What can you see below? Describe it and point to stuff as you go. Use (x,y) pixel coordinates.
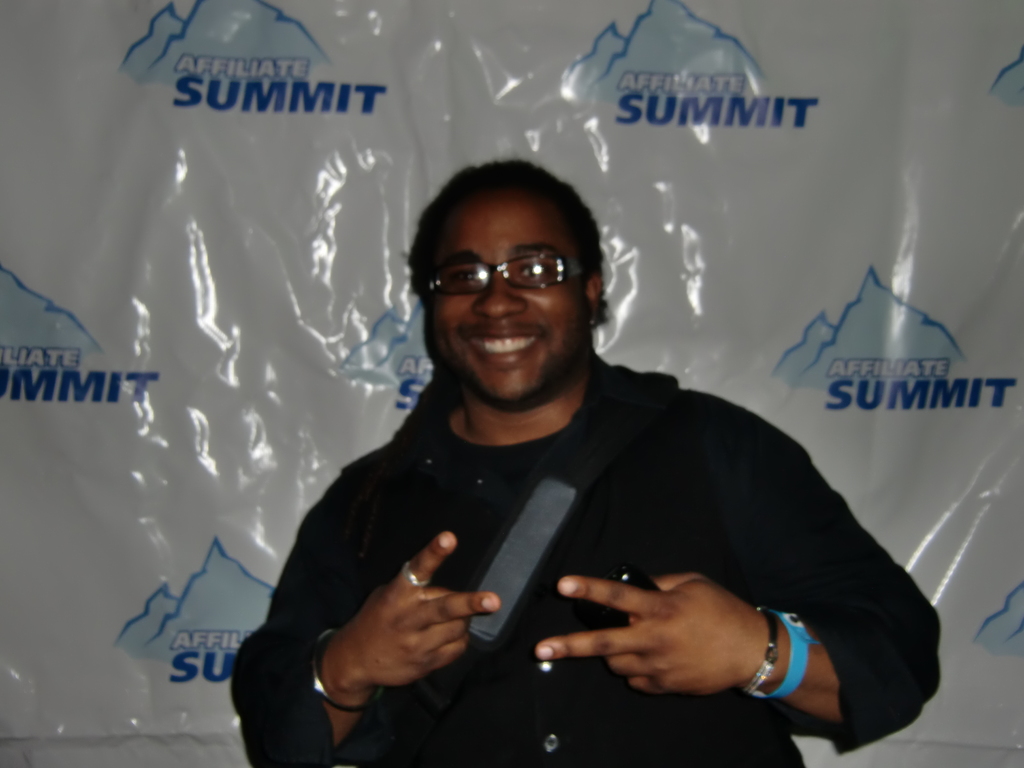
In this image, in the middle (450,441), we can see a person (543,425) wearing a black color dress (795,556) and the person (671,479) is also wearing a backpack (550,487), we can also see a person (426,595) holding an object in the hand (711,661). In the background (723,139), we can see a hoarding (808,91), on the hoarding (413,126), we can see some pictures (298,55) and text (668,101) written on it.
